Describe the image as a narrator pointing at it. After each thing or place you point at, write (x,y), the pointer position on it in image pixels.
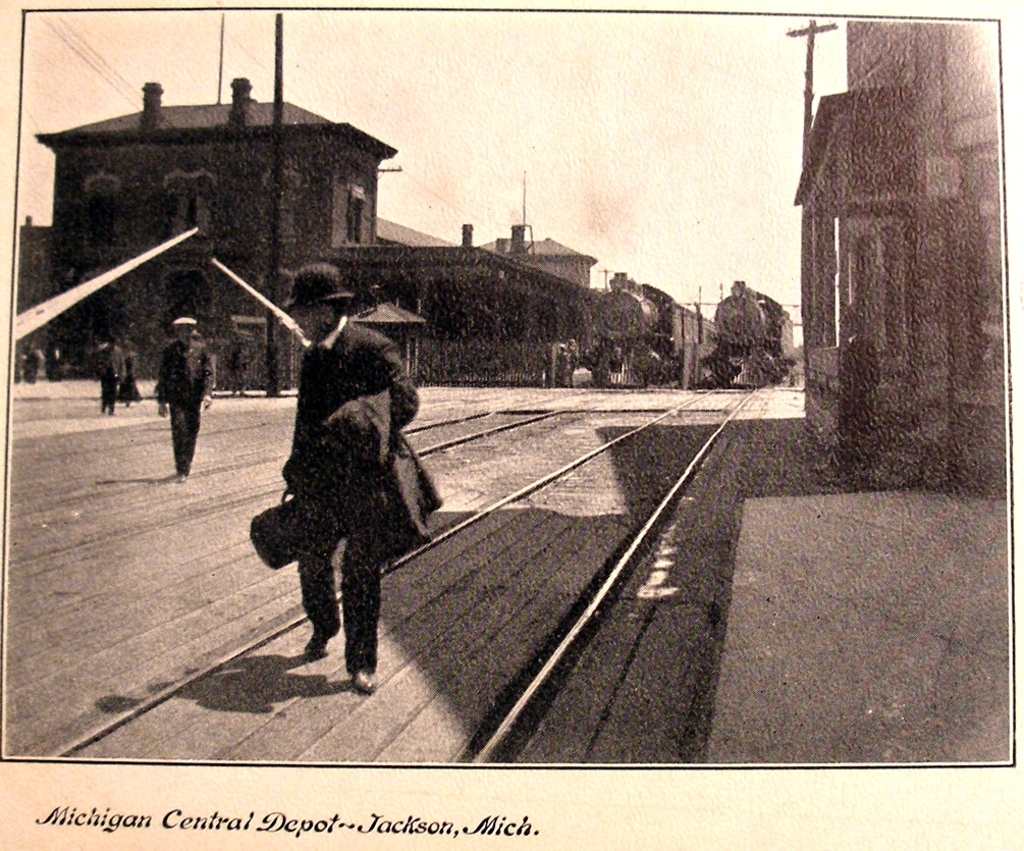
In this picture I can see there is a man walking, he is wearing a cap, holding a bag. There is another person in the backdrop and there are two trains (733,346) and there is a building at the right (919,374) and left side. The sky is clear.
